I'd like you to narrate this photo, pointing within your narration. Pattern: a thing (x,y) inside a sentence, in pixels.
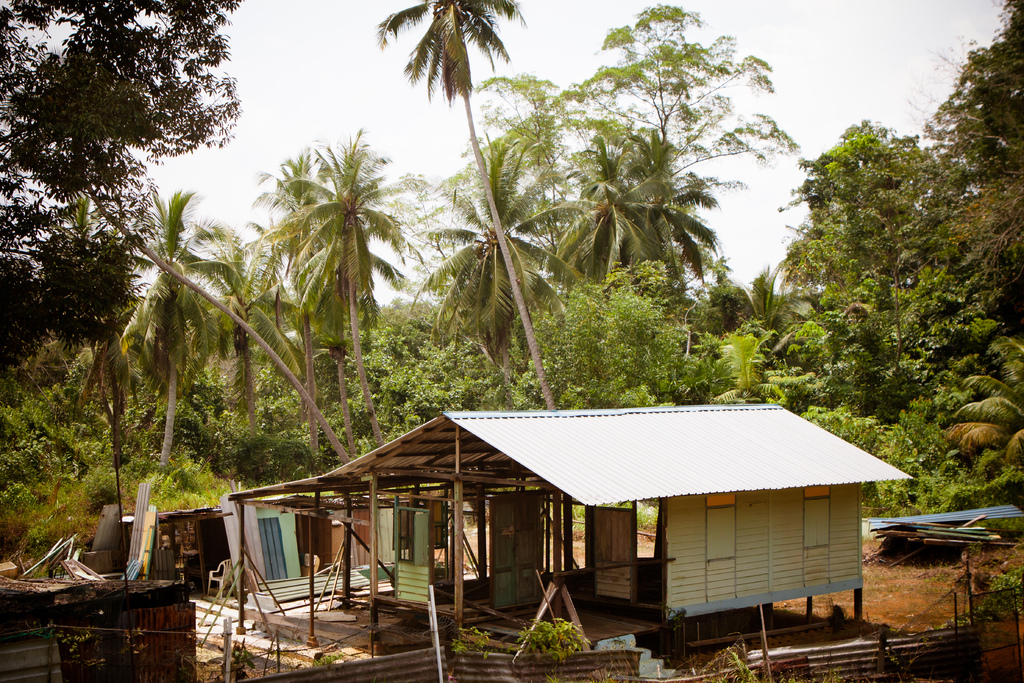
In this image I can see a shed (446,424). I can see few trees (537,367). At the top (396,125) I can see the sky (409,110).
